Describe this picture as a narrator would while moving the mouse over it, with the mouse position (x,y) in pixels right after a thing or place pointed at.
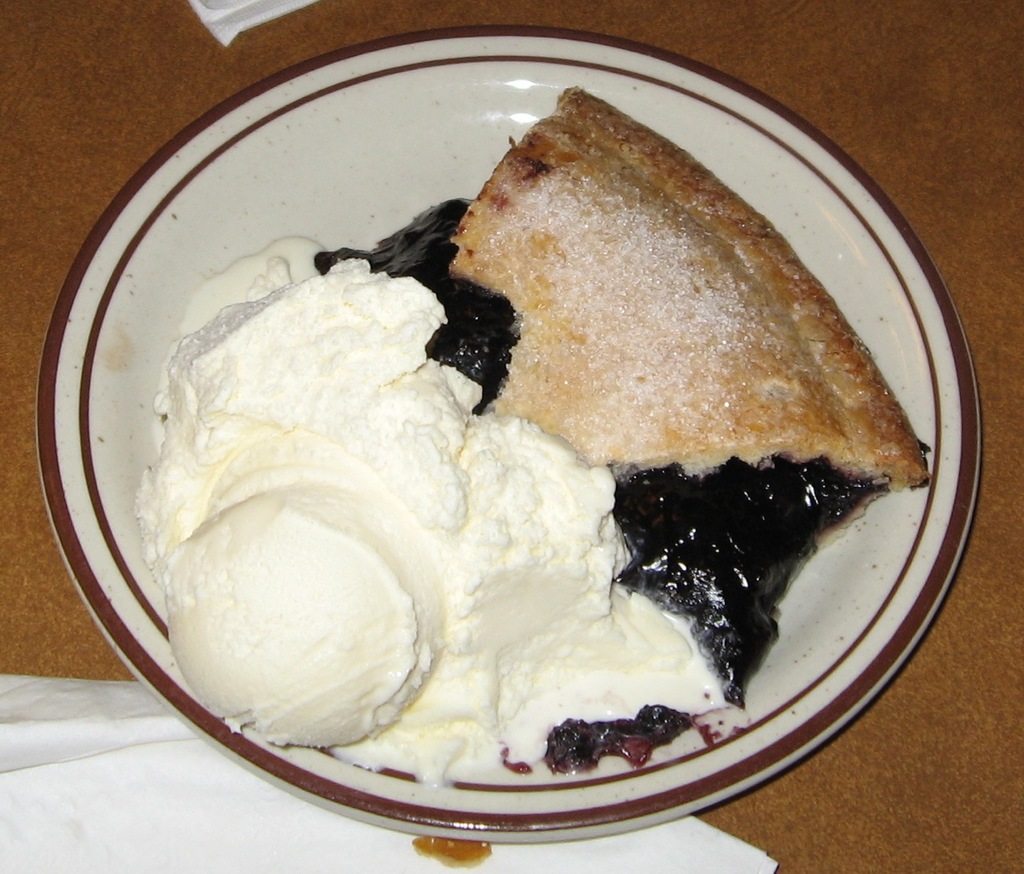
In this image there is a plate (835,255) which consists of some food items (550,379). This plate (898,553) is placed on a wooden surface (921,727). Along with the plate (90,448) there are few tissue papers (116,803).
